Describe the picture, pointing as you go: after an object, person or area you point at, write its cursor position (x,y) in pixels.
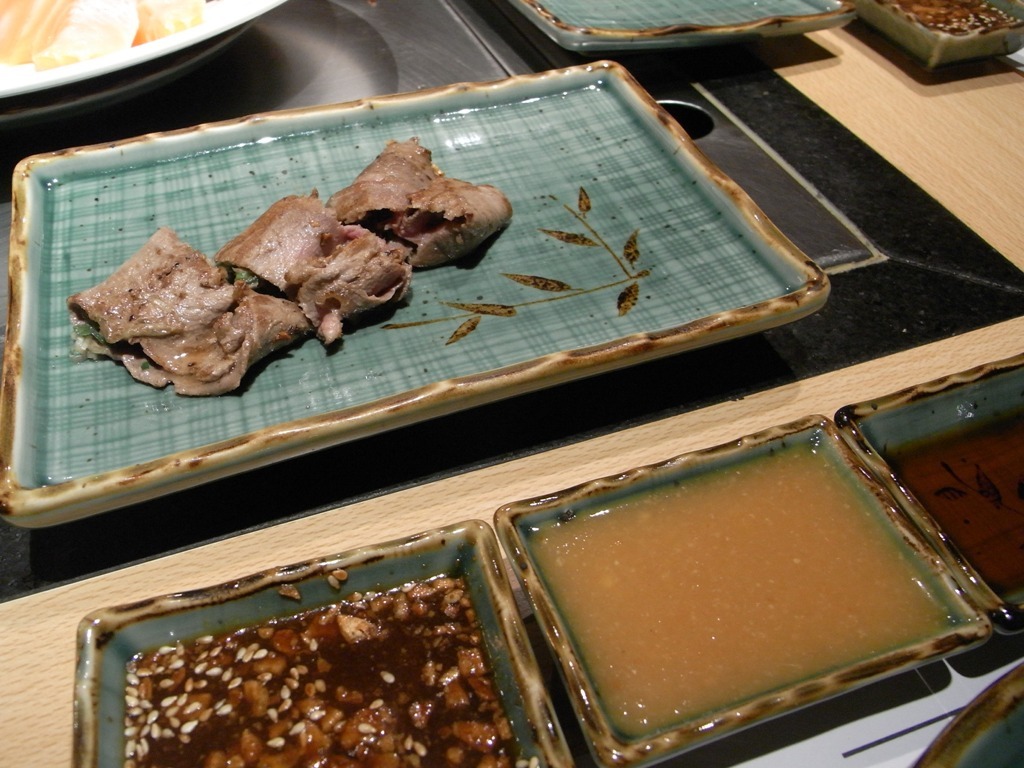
In this image we can see a table (841,132). On the table (177,103) there are serving plates (346,132) with food (280,221) on them and serving bowls (385,563) with condiments (633,609) in them.
